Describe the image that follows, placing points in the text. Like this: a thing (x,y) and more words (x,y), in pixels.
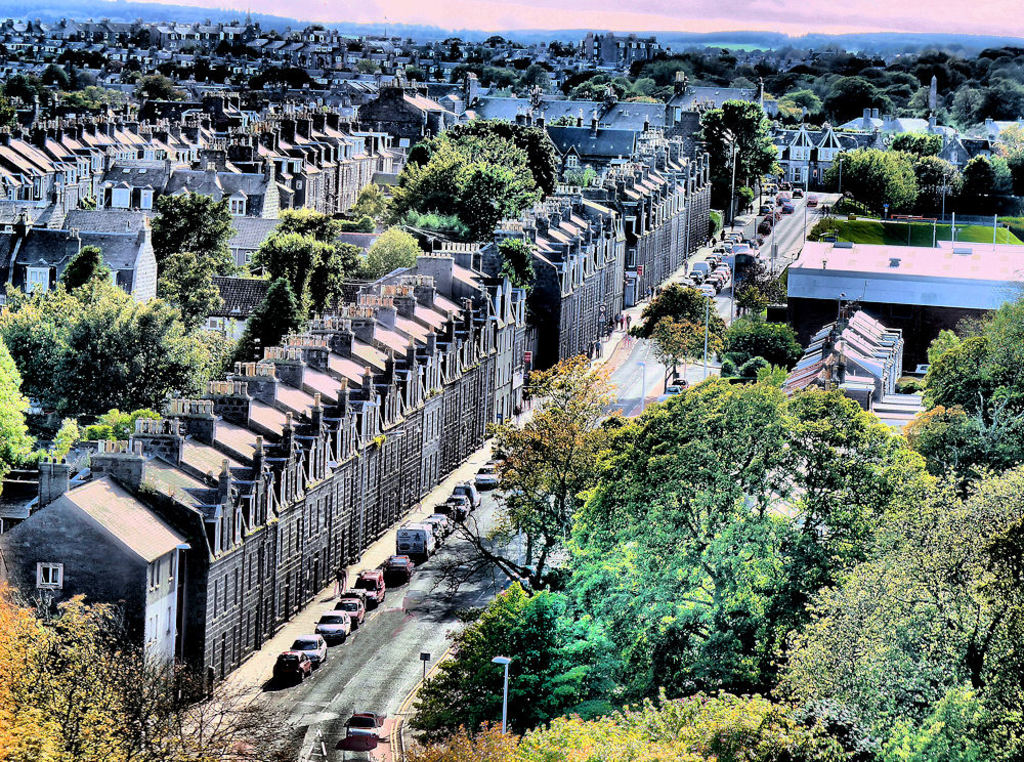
In this picture there are buildings (554,242) and trees (1011,107) and poles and there are vehicles (340,614) on the road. At the back (860,36) there are mountains (164,15). At the top (388,10) there is sky (800,16) and there are clouds (811,16).
